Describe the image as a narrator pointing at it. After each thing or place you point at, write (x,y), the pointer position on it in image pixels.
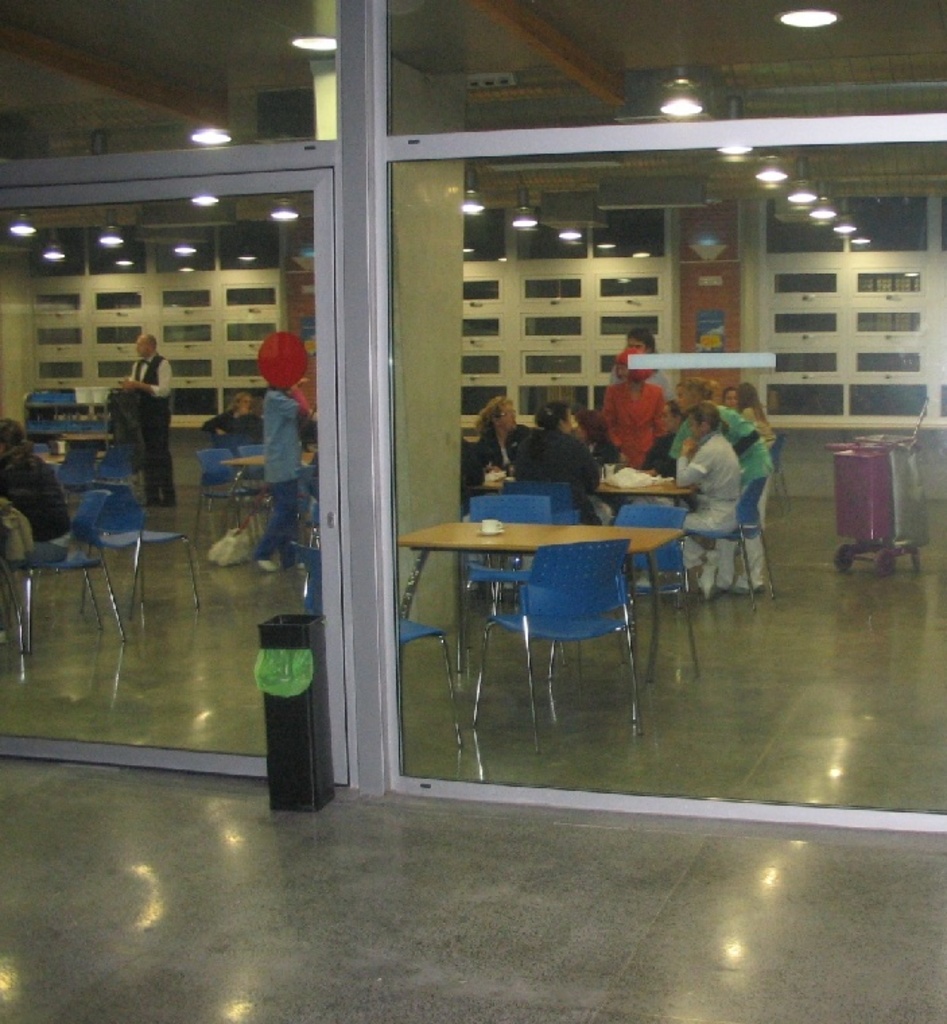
There are group of people (750,479) sitting on the chair (623,595) on the table (507,540) there is a cup (496,527). In front (295,709) there is a glass door (945,624) and the bin (309,748) on the floor (359,948). On the top (708,244) there is a light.
